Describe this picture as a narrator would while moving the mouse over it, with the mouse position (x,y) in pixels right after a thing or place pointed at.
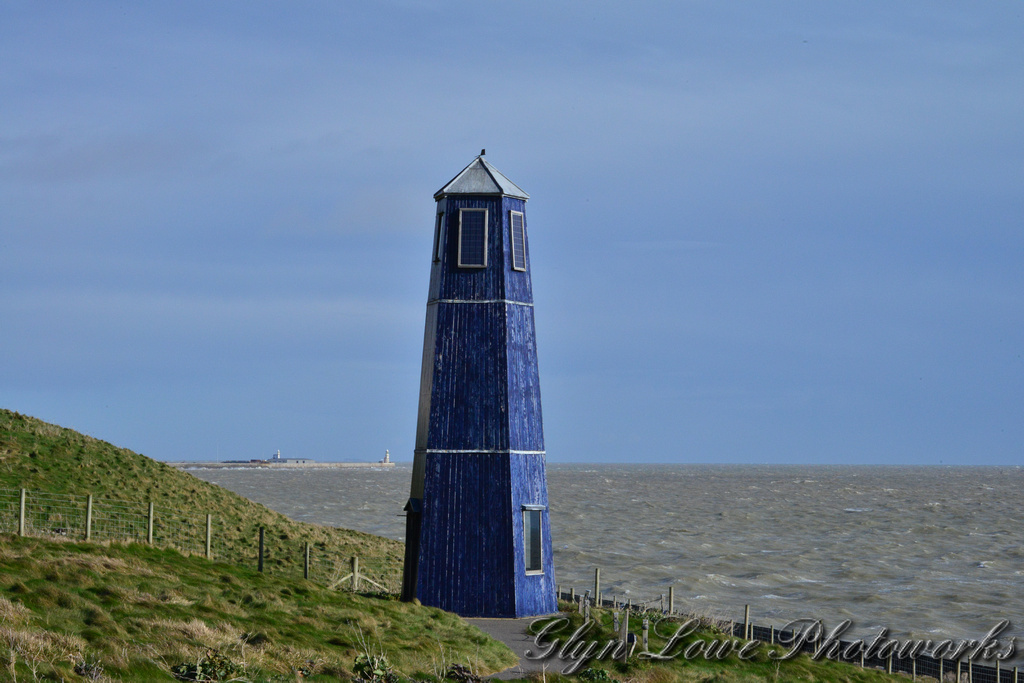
In this image we can see the blue color tower building (492,478). Here we can see the grass (159,548), fence (309,575), water (852,581) and the blue sky (669,402) in the background (509,117). Here we can see the watermark (722,652) on the bottom right side of the image (951,652).
